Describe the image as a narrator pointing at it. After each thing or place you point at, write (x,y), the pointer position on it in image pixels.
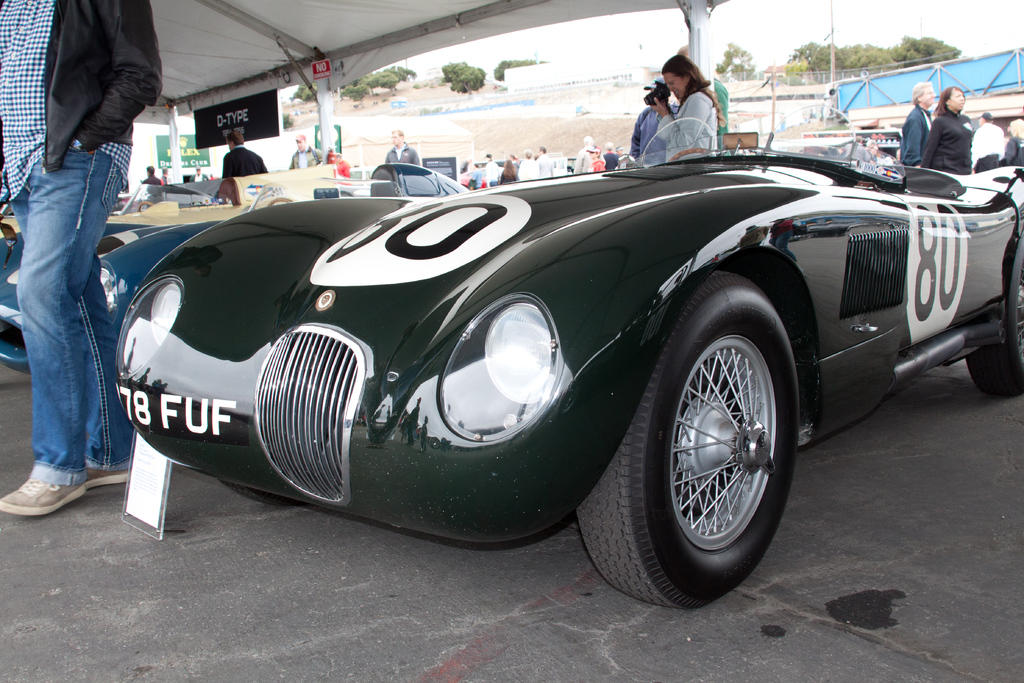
In this image there are vehicles (419,329) parked, around the vehicles (620,374) there are a few people (85,166) standing and walking. At the top of the image (326,42) there is a tent (360,29) and few banners (215,109) are hanging. In the background (995,82) there is a fence (850,75), buildings (625,70), trees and the sky (655,36).
